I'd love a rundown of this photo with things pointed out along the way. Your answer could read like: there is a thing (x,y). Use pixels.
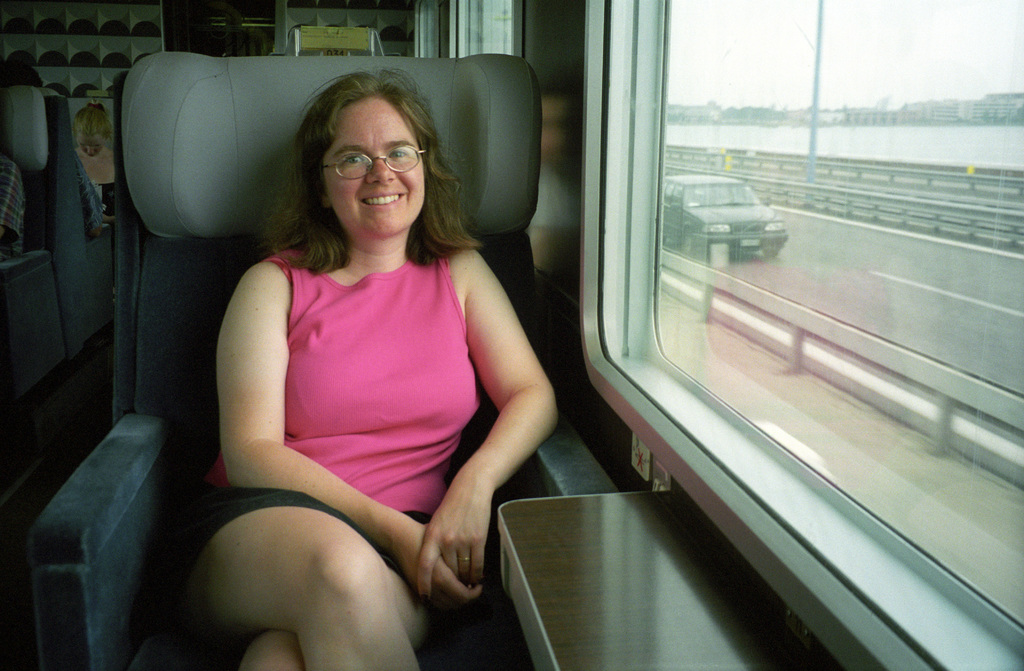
Here we can see a woman (416,337) sitting on the chair (127,604). She is smiling and she has spectacles (363,175). This is a poster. From the glass (832,278) we can see a car (693,204), road (830,256), pole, buildings (922,121), and sky (911,78).
